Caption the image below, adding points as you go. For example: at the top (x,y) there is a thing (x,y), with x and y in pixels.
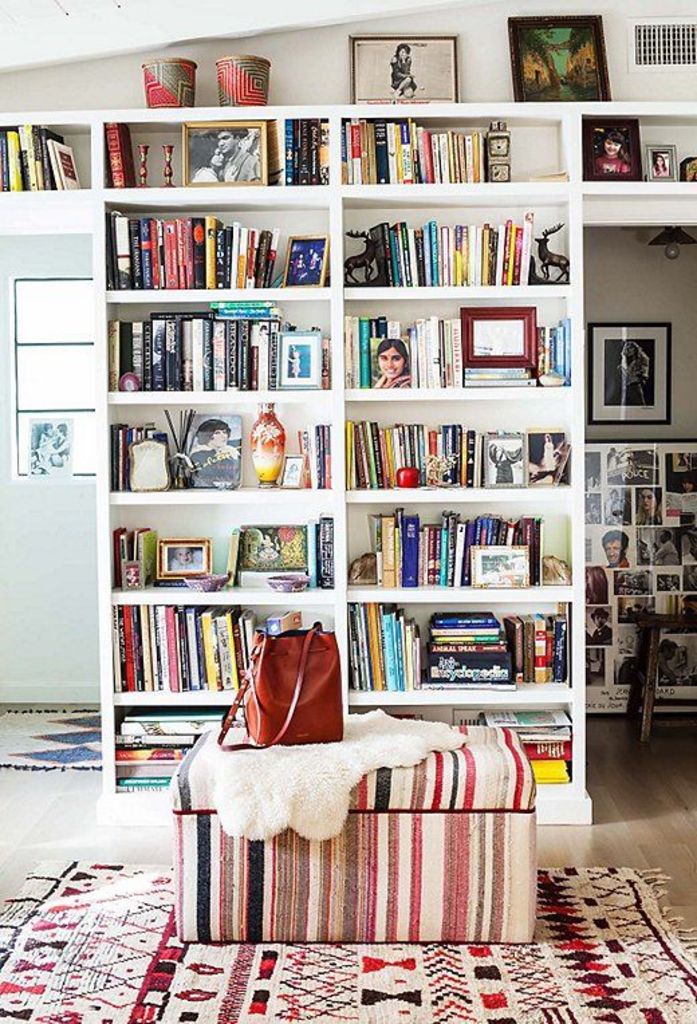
In this picture I can see a bench (400,850) with a bag (280,711) and a cloth (330,822) on it, there are mats (66,1010) on the floor (66,777), there are books (151,368), frames (559,472) and other objects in the racks (193,596), there are frames (607,511) attached to the wall (605,296), there is a light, and in the background (680,405) there is a wall (78,580) and a window (13,301).
